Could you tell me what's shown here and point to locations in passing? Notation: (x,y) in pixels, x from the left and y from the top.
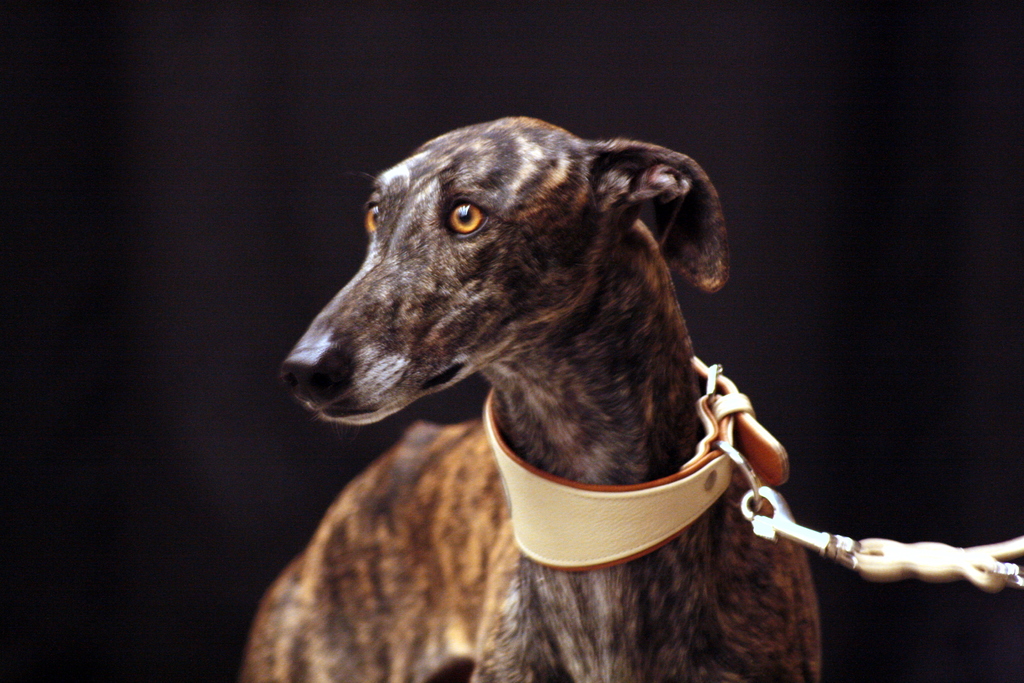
There is a black color dog (575,393), which is having a belt (704,412), which is attached to a chain (917,564). The background (153,605) is dark in color.
